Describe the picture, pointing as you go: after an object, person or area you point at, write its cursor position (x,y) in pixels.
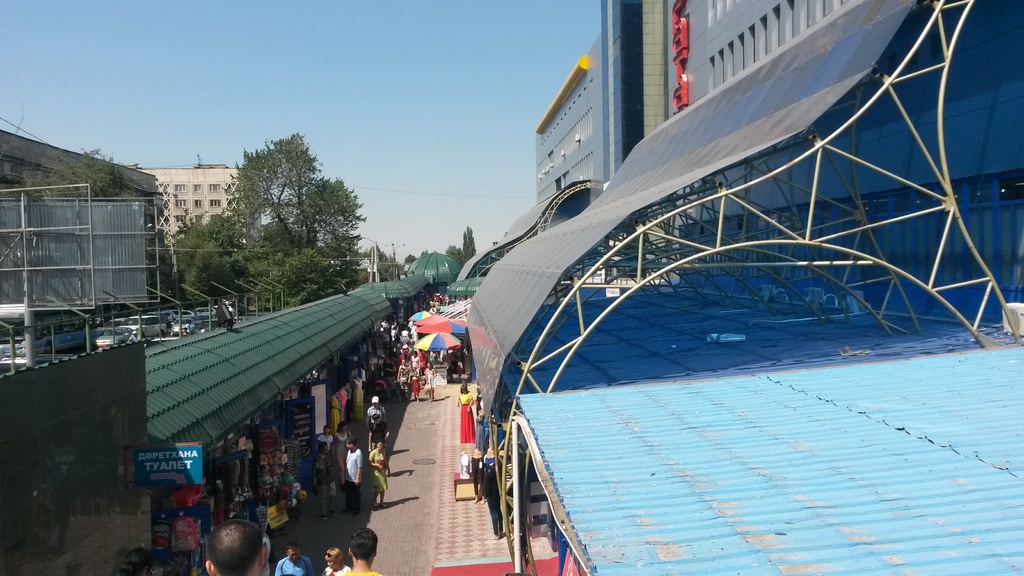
In this image at the bottom (332,478), there are many people (400,361), umbrellas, platform (403,419), roof (242,382). In the middle (455,211) there are trees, buildings (221,208), cars (205,323), poles (181,311) and sky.
